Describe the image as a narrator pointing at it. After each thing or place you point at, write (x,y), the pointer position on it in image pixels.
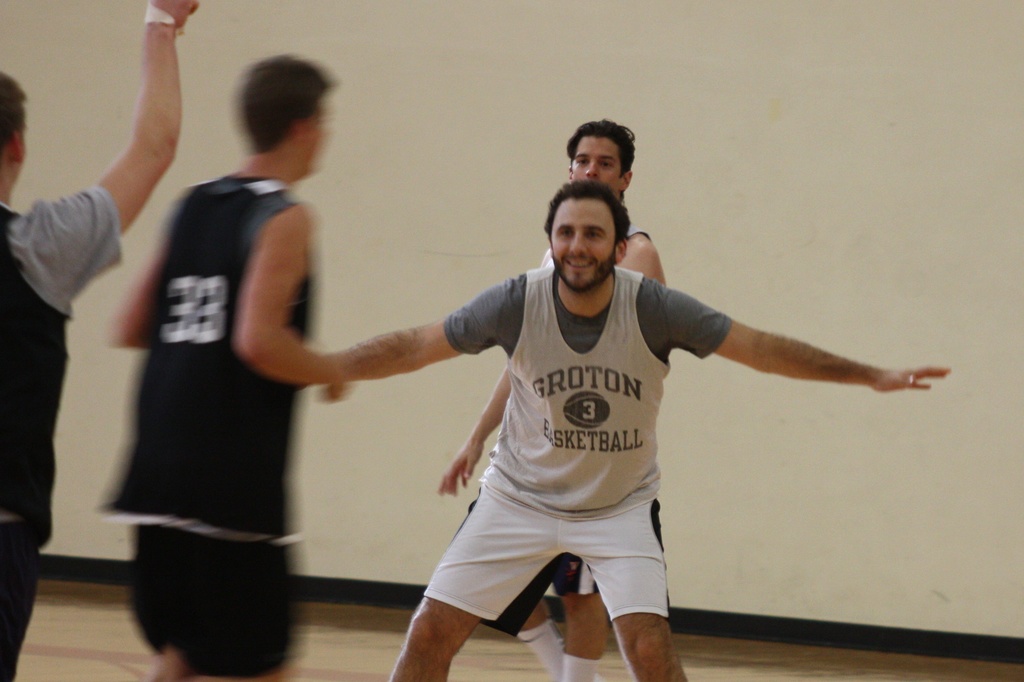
In this image there are few men (605,534) standing. In the back (381,124) there is a wall (692,116).
